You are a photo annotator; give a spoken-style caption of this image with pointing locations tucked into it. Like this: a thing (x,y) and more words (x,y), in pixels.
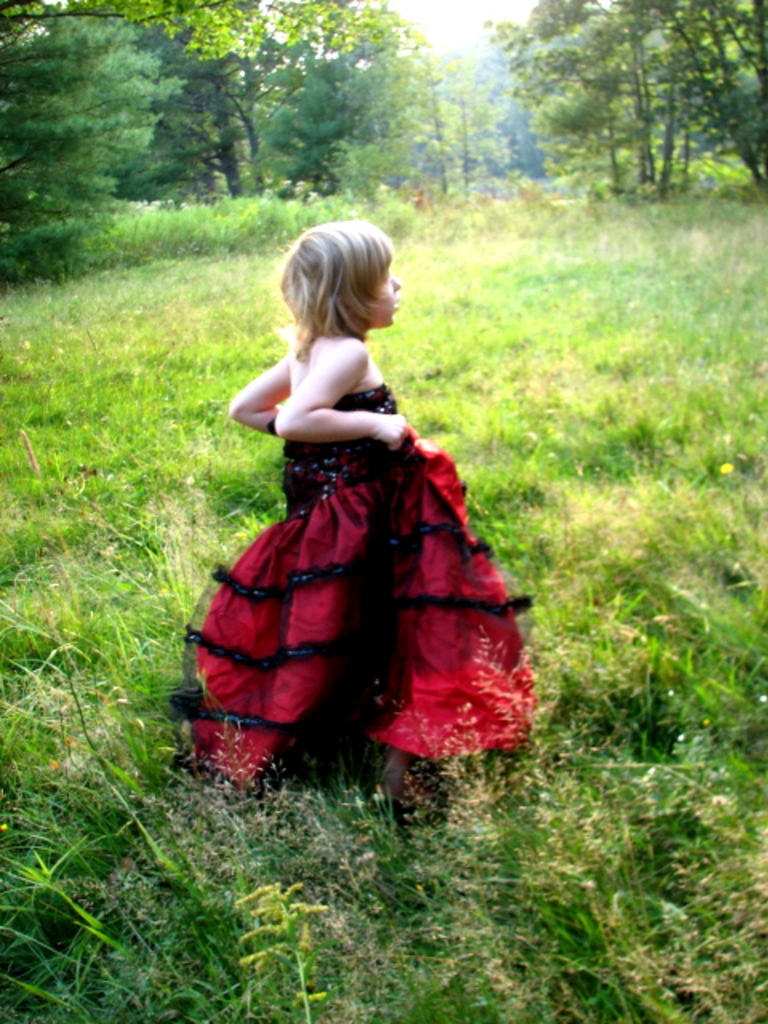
In this picture we can see there is a girl (249,577) in the red dress (364,631) standing on the path (347,840). Behind the girl (293,385), there are trees (199,105) and plants (193,230).
